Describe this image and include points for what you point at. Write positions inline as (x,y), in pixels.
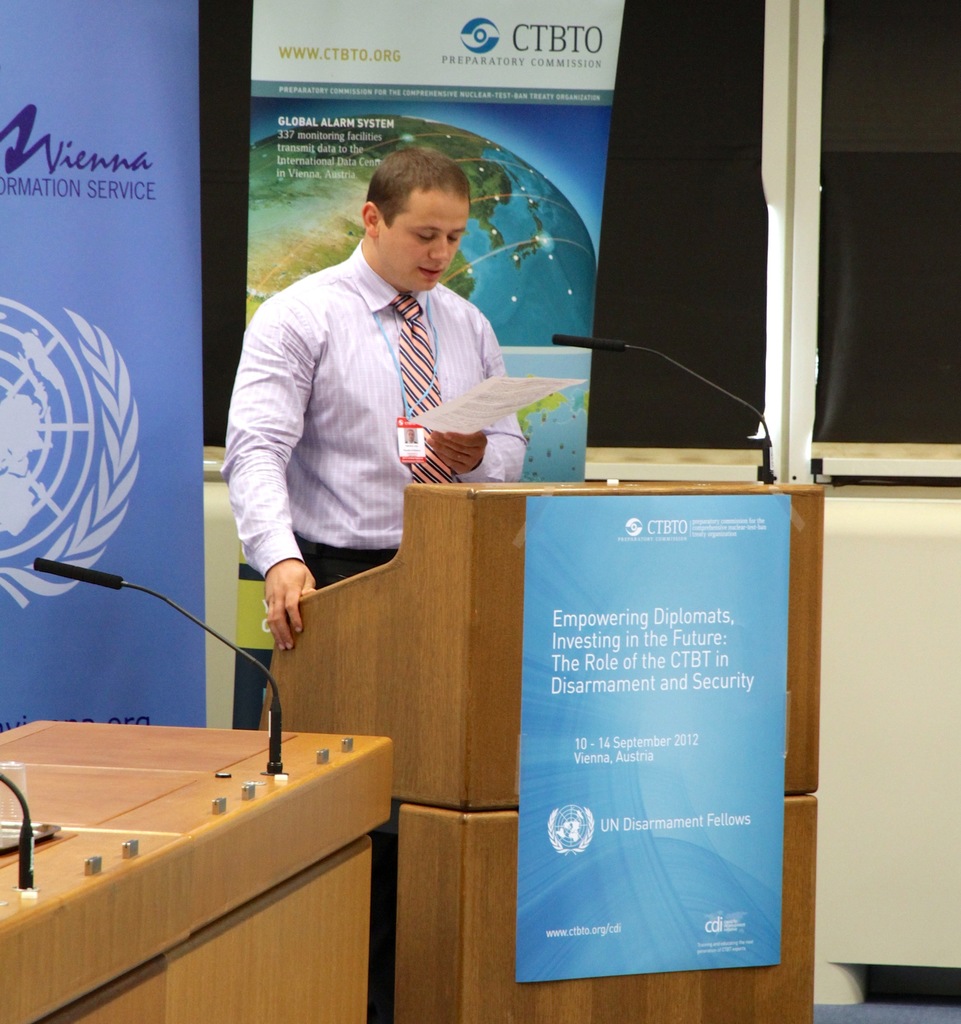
In this image there is a person (423,309) standing at the podium (808,806) holding a paper (490,412), on the podium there is a microphone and a poster (591,676) attached to the podium (664,657), there are microphone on the table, few banners (173,648).
